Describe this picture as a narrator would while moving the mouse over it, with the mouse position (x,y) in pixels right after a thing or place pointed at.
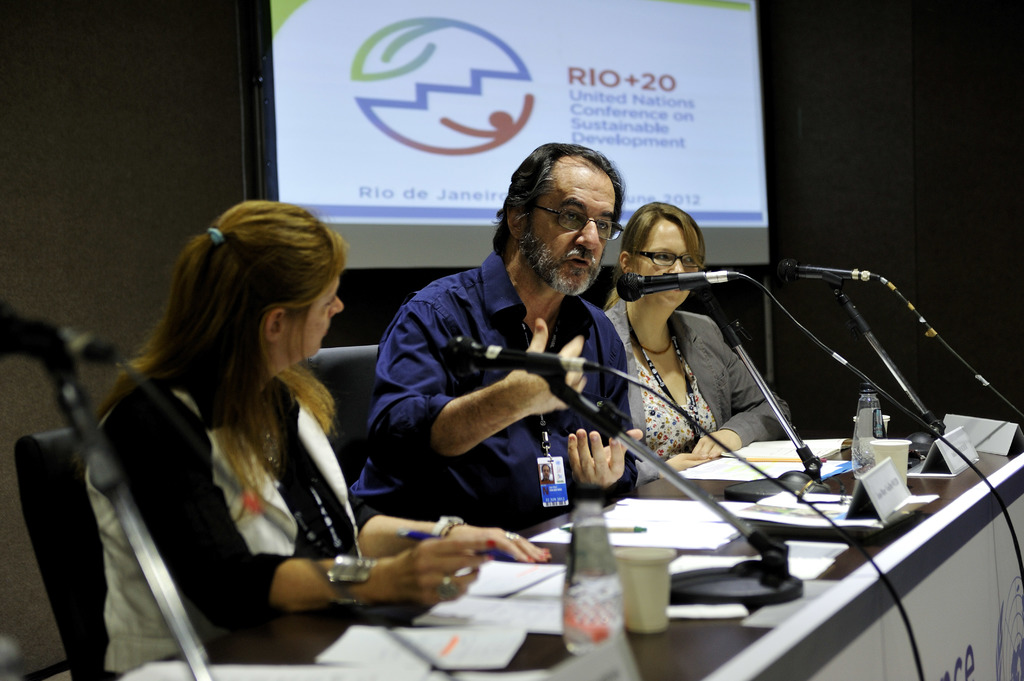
In this image I can see few people (339,496) are sitting on chairs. In the front of them I can see a table (918,530) and on it I can see number of papers (693,514), few bottles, few boards (948,456) and few mics (740,599). In the background (468,1) I can see a projector's screen (389,0) and on it I can see something is written.
